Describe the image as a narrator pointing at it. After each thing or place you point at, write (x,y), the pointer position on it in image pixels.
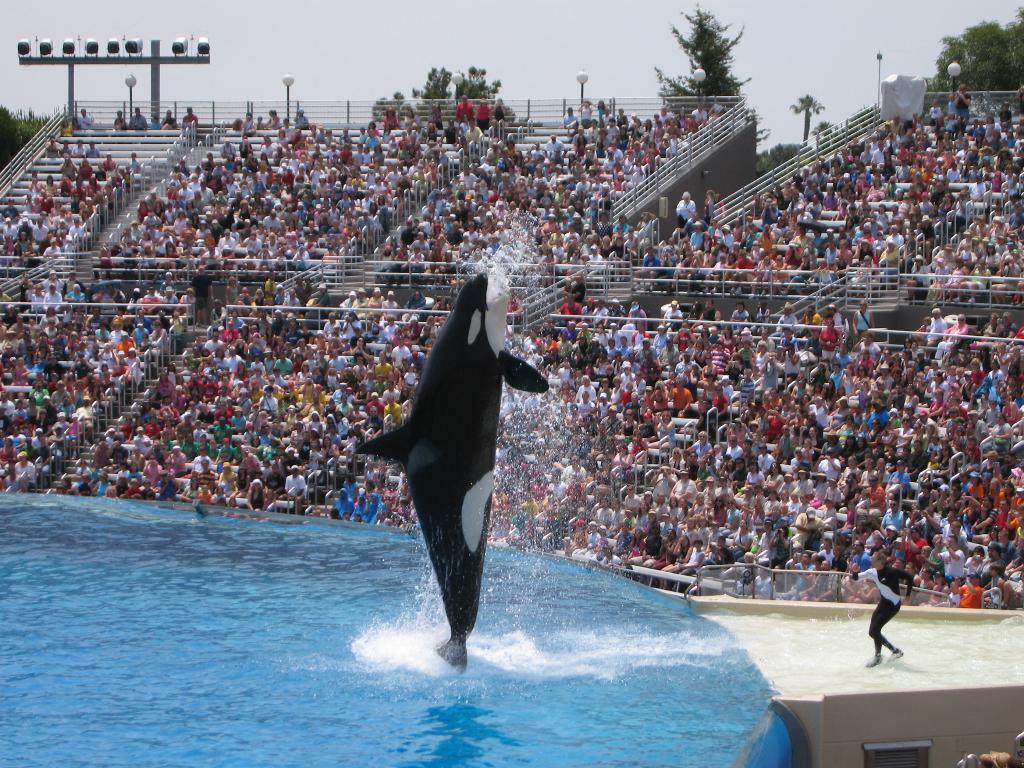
In the center of the image (450,496) we can see a dolphin (402,446). At the bottom of the image (552,654) we can see the pool (517,658) which contains water (577,618). On the right side of the image (885,615) we can see a man (898,586) is running. In the background of the image (640,155) we can see the poles (86,62), lights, rods (1016,447) and a group of people (905,450) are sitting on the stairs (313,274). At the top of the image (467,68) we can see the sky (549,85) and trees (1017,63).
